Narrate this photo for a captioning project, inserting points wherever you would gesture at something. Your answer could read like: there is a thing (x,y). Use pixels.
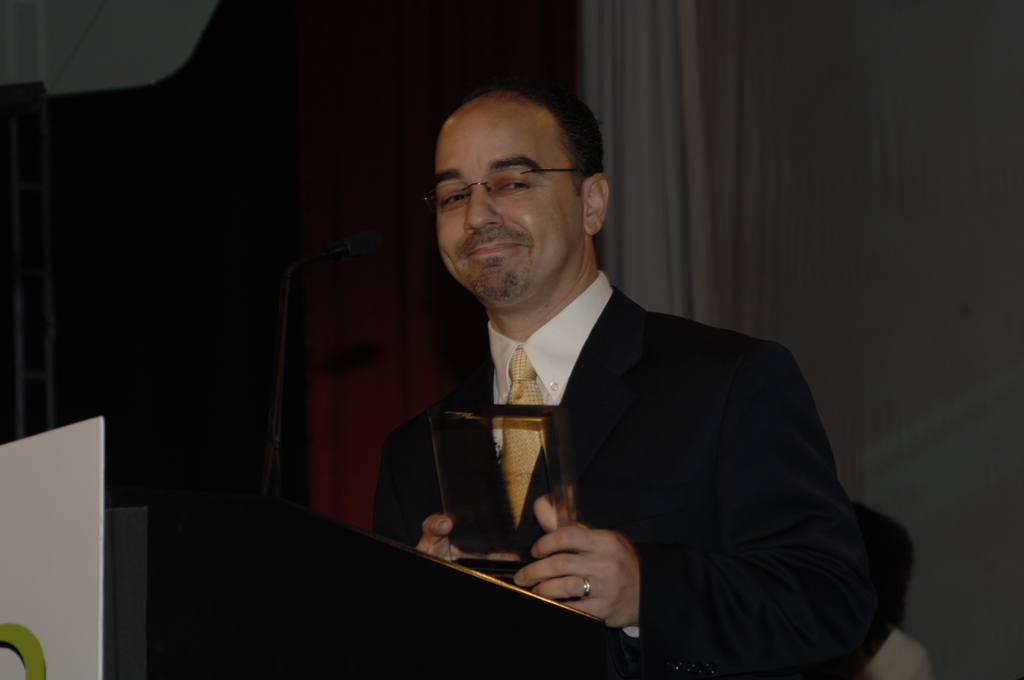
In the image we can see a man (693,517) standing wearing clothes (751,548), finger ring (584,587), spectacles (513,188) and the man (550,189) is holding an object (503,501) in his hand (597,549). Here we can see a podium (257,597) and microphones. Behind him there are curtains (678,110) and a wall (933,331).
